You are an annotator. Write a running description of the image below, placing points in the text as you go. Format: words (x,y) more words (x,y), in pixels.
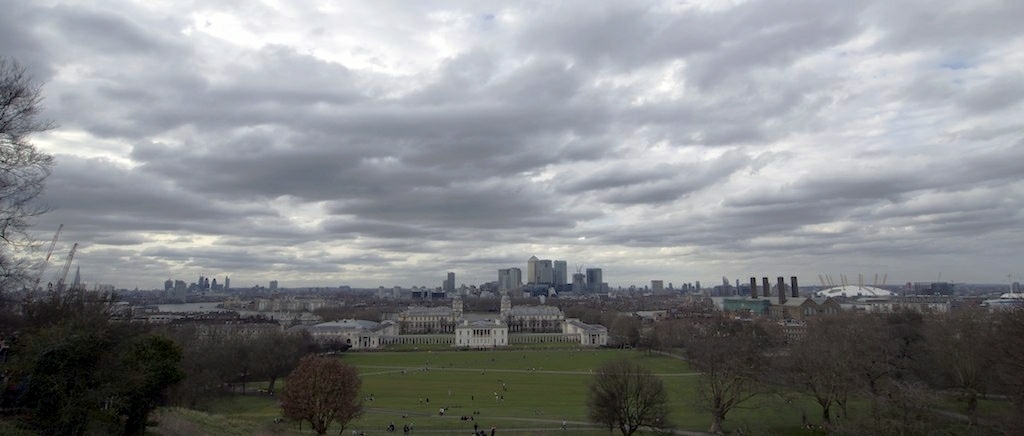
Sky (537,65) is cloudy. Here we can see people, buildings (702,310), grass (485,387) and trees (89,359).
